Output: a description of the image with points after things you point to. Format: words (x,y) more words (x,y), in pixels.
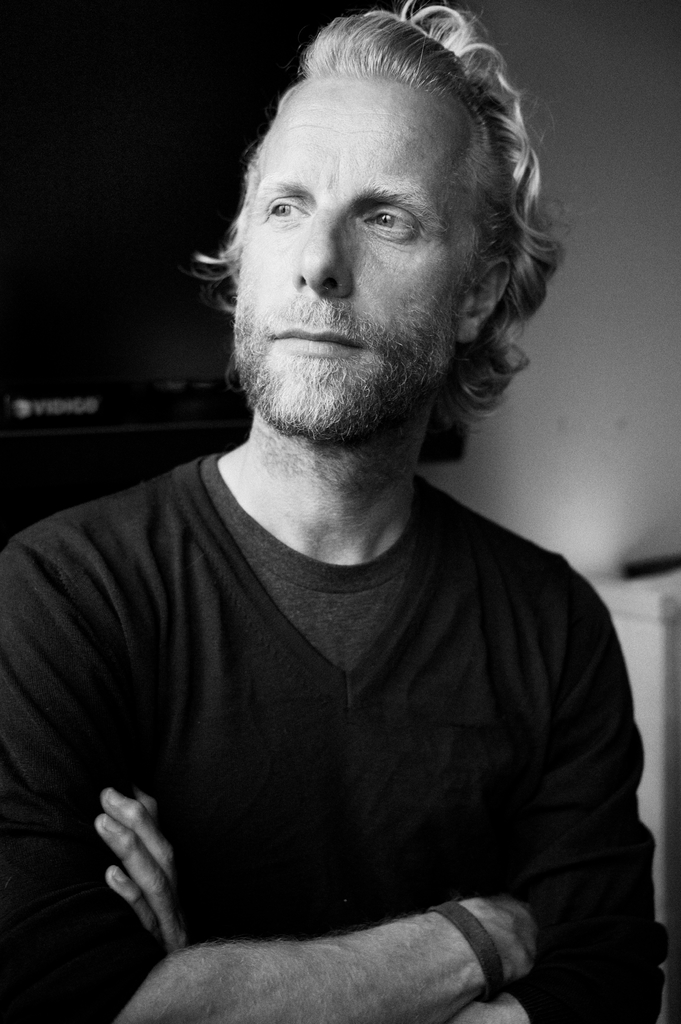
As we can see in the image in the front (226,896) there is a man (259,784) wearing black color t shirt (289,650). In the background (562,433) there is a white color wall (617,279).
